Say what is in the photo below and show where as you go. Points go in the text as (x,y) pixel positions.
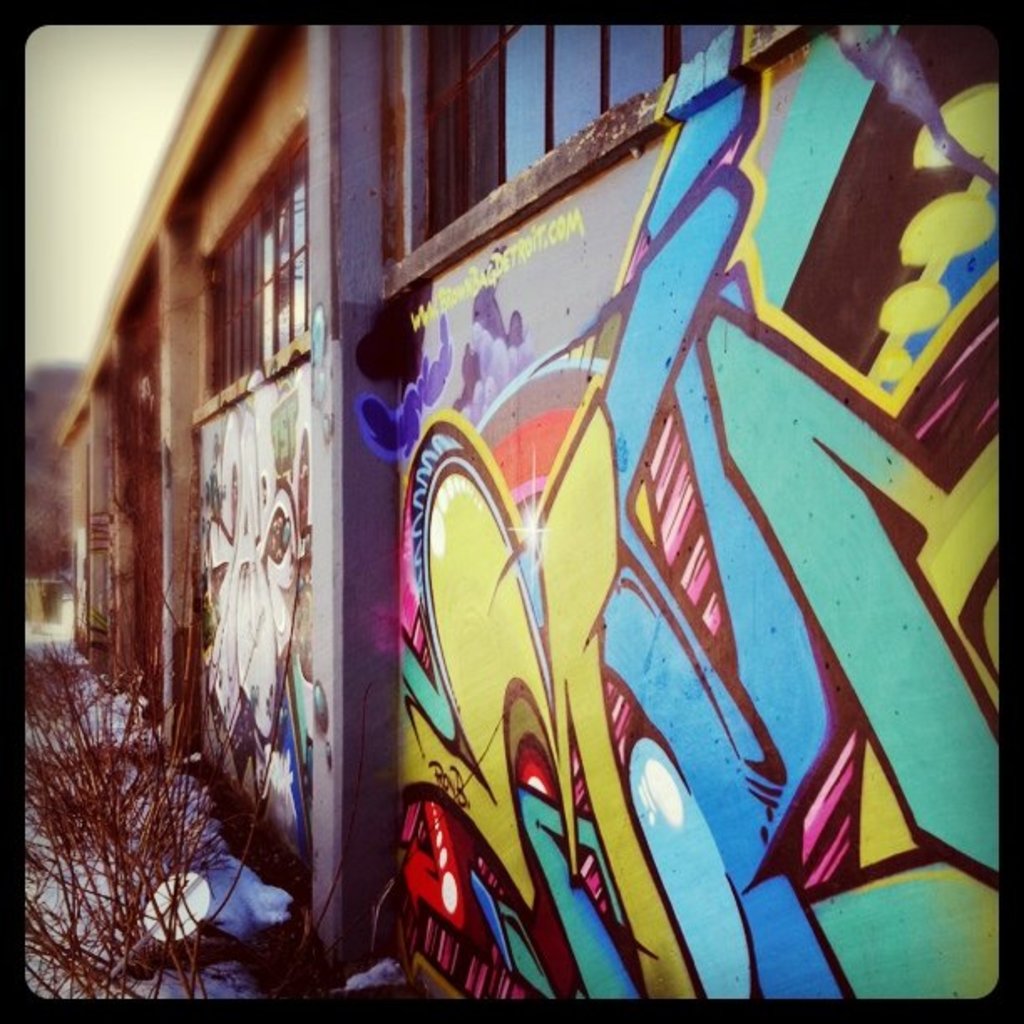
This picture shows Graffiti (419,580) on the wall (864,455) of a building (377,451) and we see a plant (45,729).
